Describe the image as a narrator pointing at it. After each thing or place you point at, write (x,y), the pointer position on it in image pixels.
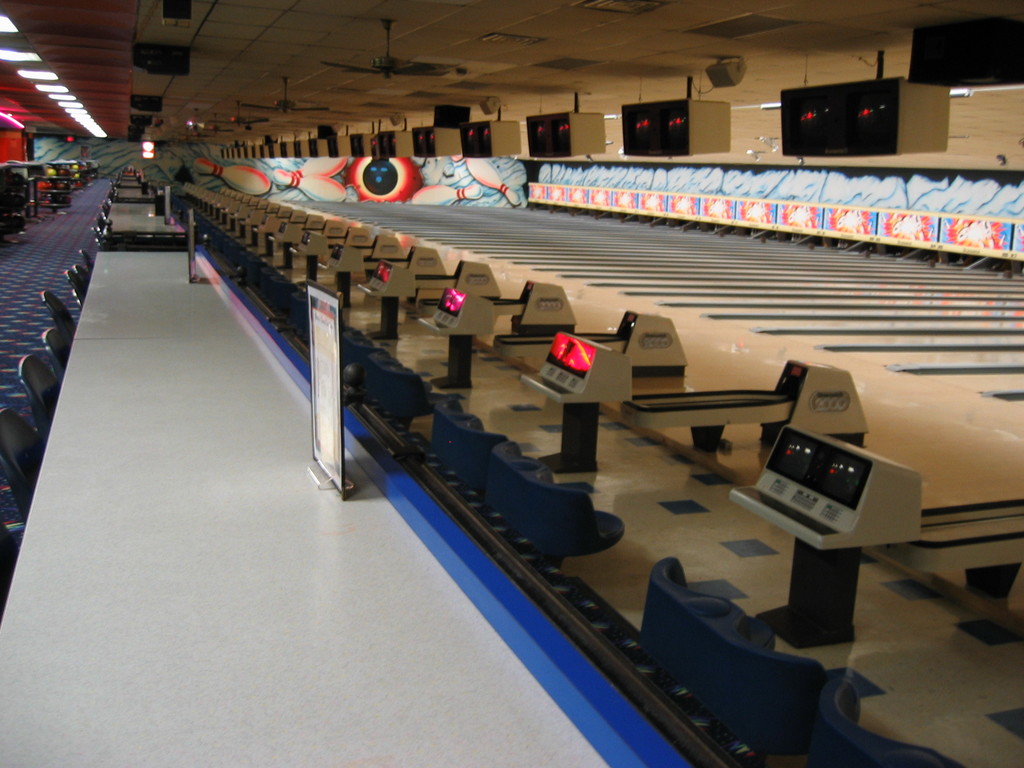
In this image, we can see a table (250,501), there are some chairs (30,490), we can see some black color television (518,139) on the ceiling (317,87), we can see some ceiling fans (377,74) and some lights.
